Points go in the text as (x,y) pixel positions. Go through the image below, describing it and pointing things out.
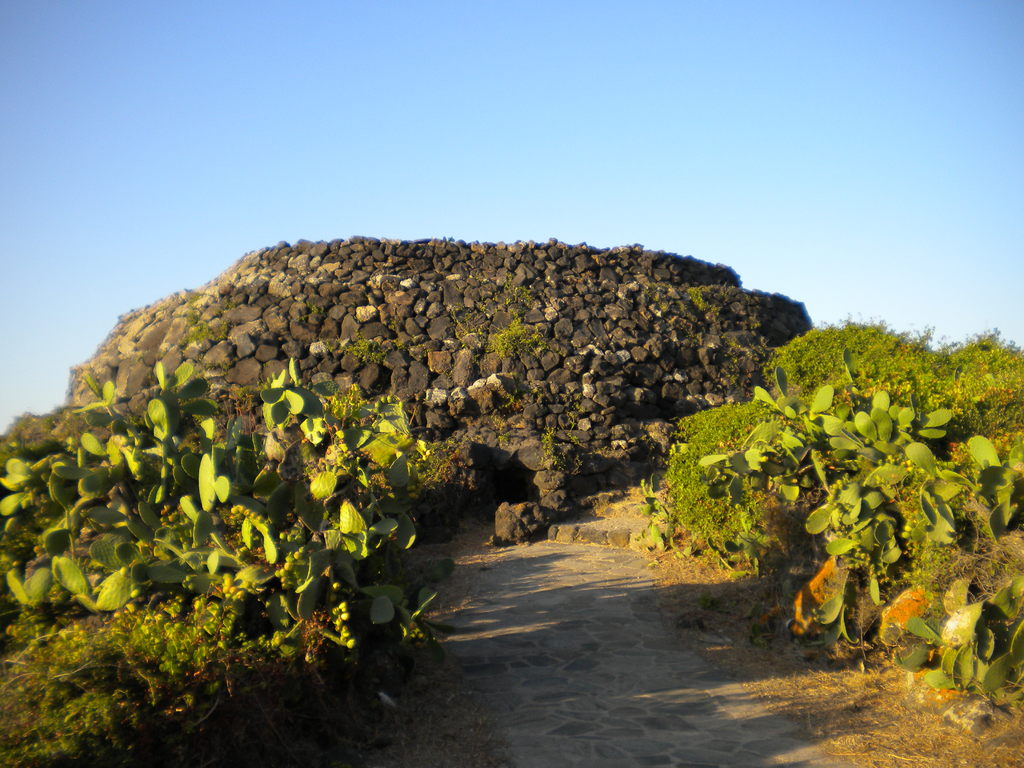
This picture shows few trees (344,413) on the either side of the path (628,649) and we see a cave (441,293) made with stones (633,362) and we see a blue sky (660,130).
